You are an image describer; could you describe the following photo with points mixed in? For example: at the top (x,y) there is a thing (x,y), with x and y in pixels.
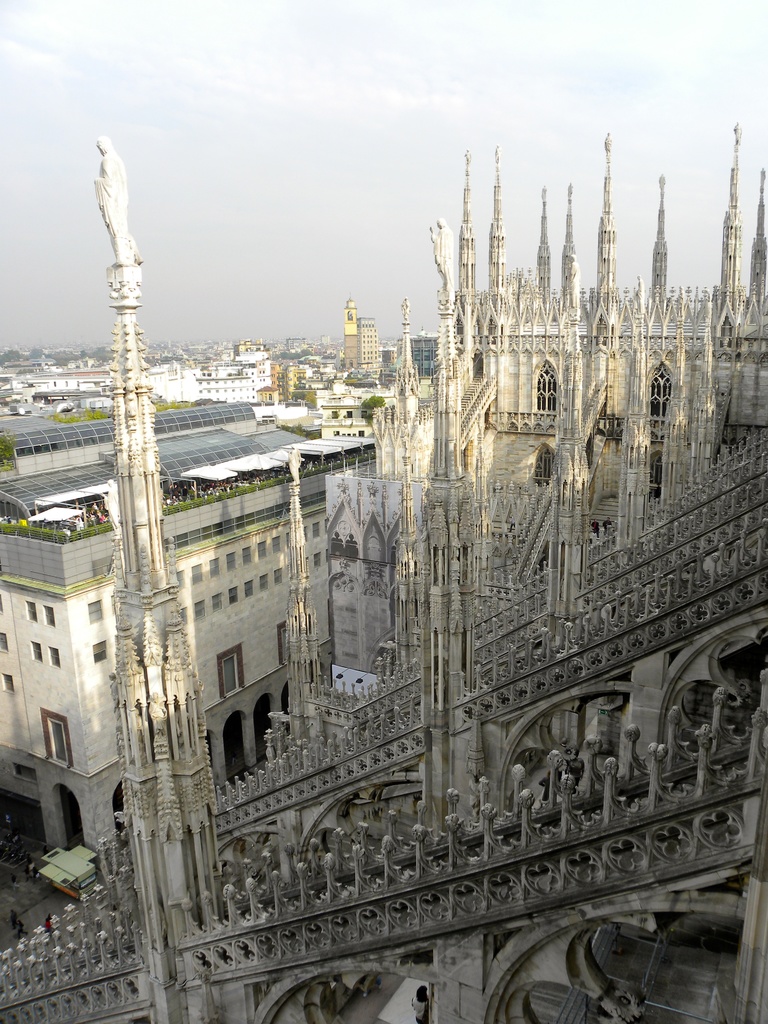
In this image I can see buildings (278,616). In the background (337,84) I can see the sky (348,99).
